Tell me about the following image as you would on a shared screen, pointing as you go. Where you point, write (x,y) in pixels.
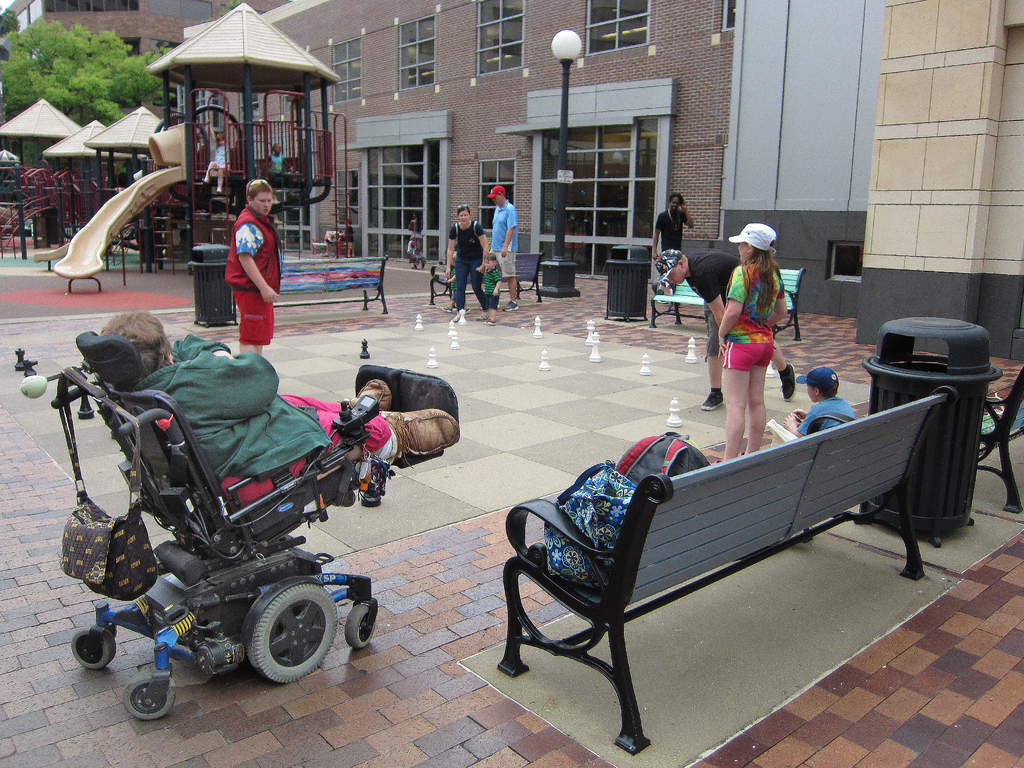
It is an open area (492,667) there are some chairs (811,455), a big chess board (520,419), a chair (314,480) for handicapped people (205,447) are playing the chess (495,416) and some of them are sitting, there are bags (657,444) on the chairs (719,503) there are also few dustbins (986,355) beside it, in the background (296,167) there is a kids play area (52,155) beside that there is a big building (481,63) in the back ground (105,68) there is a tree (96,66).
